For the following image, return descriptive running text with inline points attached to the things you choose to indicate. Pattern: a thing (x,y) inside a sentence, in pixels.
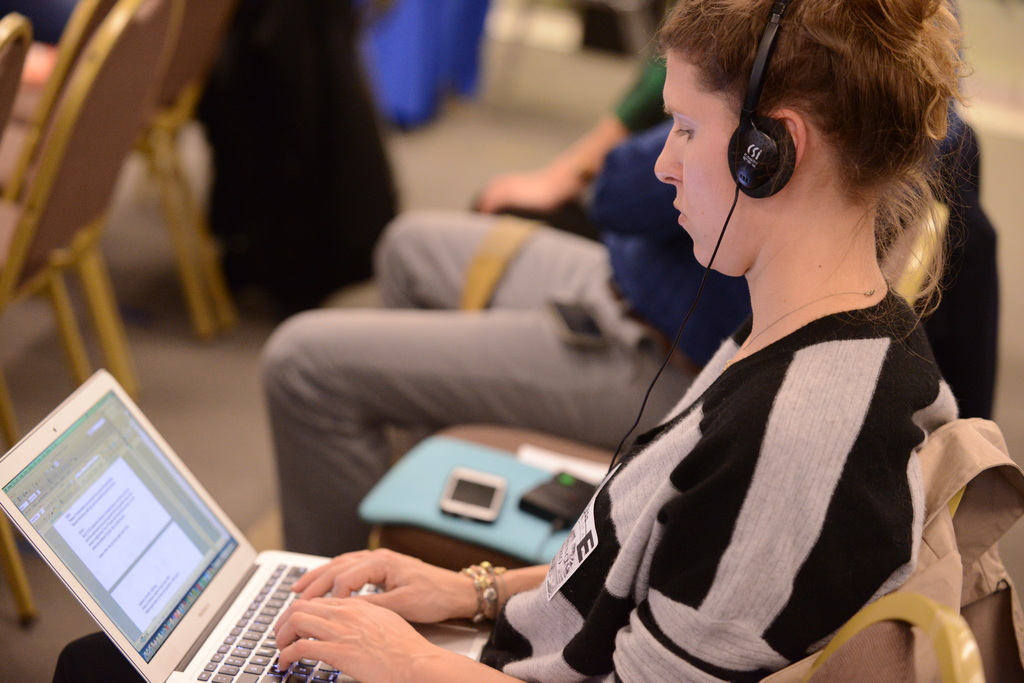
In the picture I can see people (458,327) are sitting on chairs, among them the woman (599,498) in the front (616,493) is sitting and using a laptop (255,610). The woman (279,637) is also wearing headphones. The background of the image (273,475) is blurred.
